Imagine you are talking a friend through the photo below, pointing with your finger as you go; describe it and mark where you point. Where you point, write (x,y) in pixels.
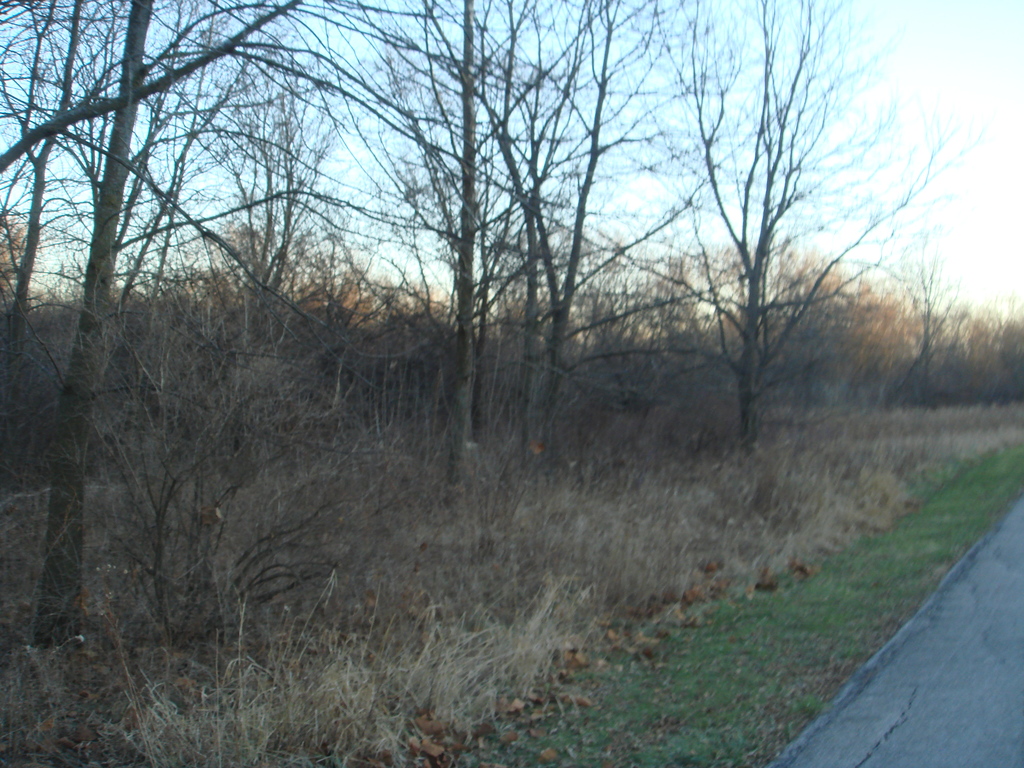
In this image we can see a group of trees (550,388), plants (412,475), grass (714,647), the pathway (983,644) and the sky (907,133) which looks cloudy.
